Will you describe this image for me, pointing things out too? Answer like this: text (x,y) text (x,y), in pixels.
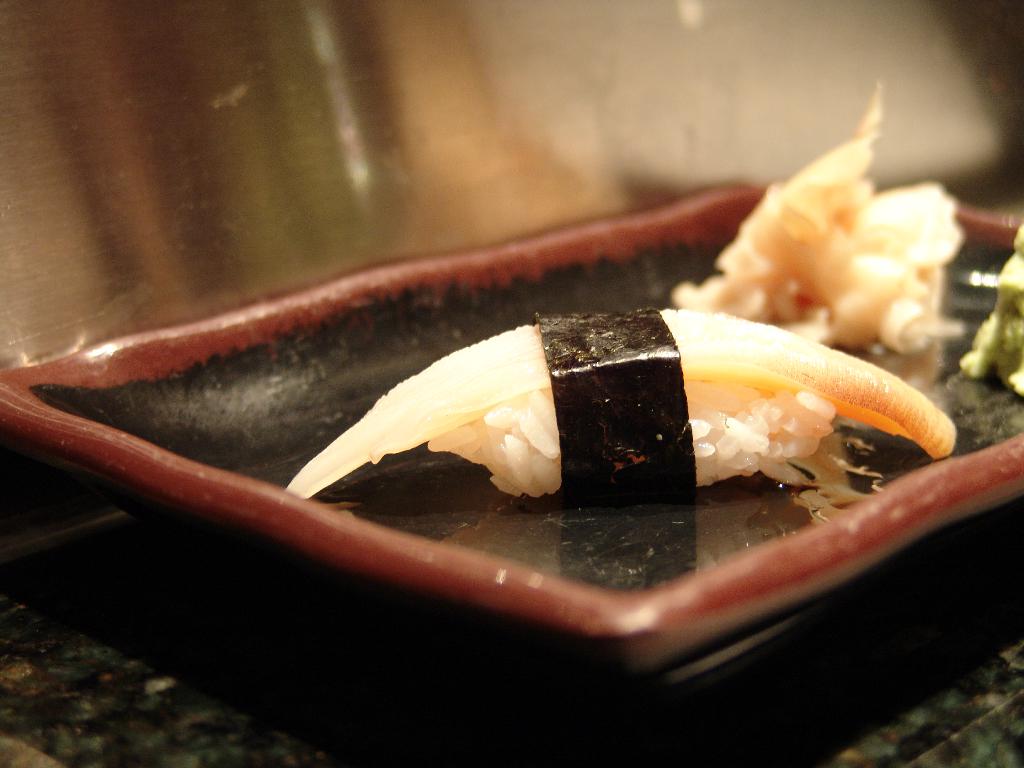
In this image there is a plate (514,505) on the table (894,743) on which there is a piece of sushi (878,422) served.
